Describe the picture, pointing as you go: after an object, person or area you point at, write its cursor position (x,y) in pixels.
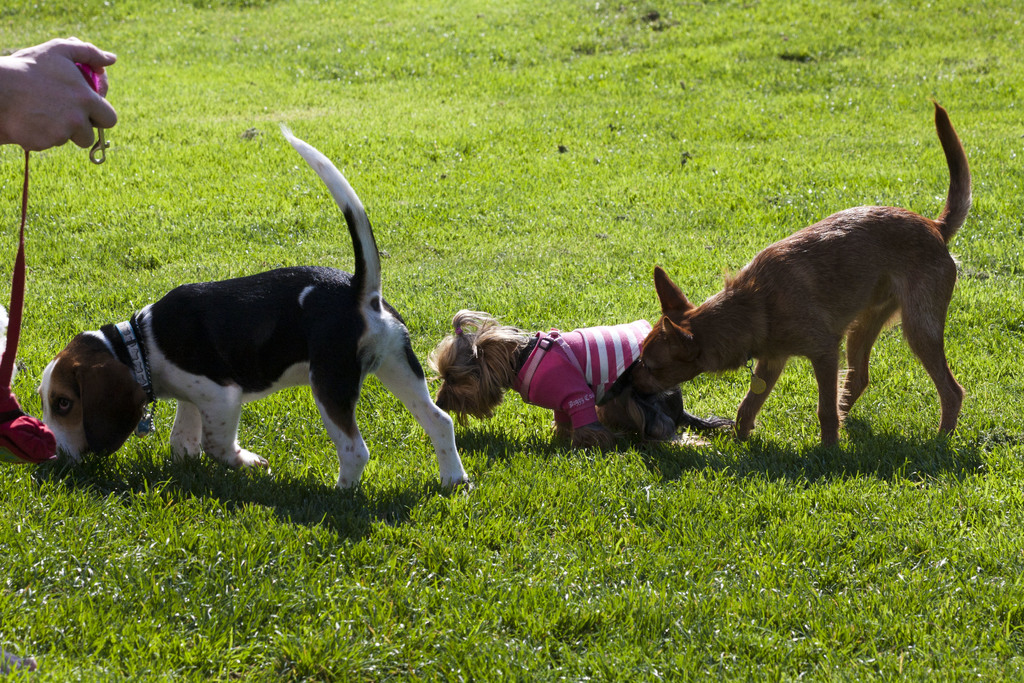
In this image we can see two dogs (910,254). We can also see a dog (521,352) wearing the shirt (600,340). In the background (70,236) we can see the grass (592,529). On the left (34,86) there is some person (64,107) holding the belt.
